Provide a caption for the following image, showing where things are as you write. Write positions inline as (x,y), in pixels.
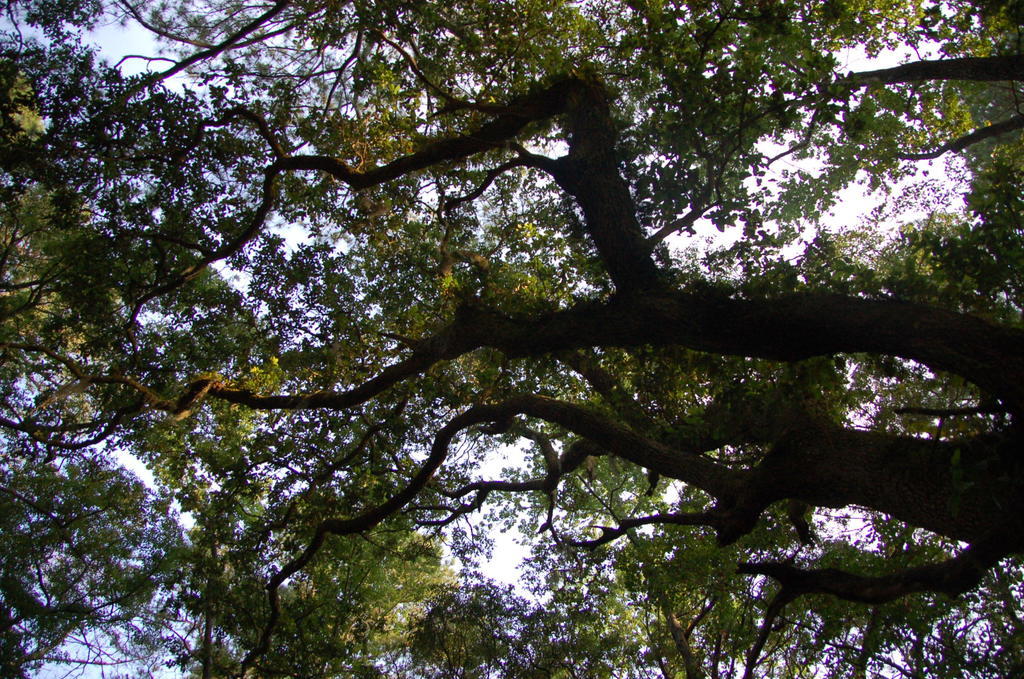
In this image we can see some trees (377,331) and in the background (242,303) there is a sky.
